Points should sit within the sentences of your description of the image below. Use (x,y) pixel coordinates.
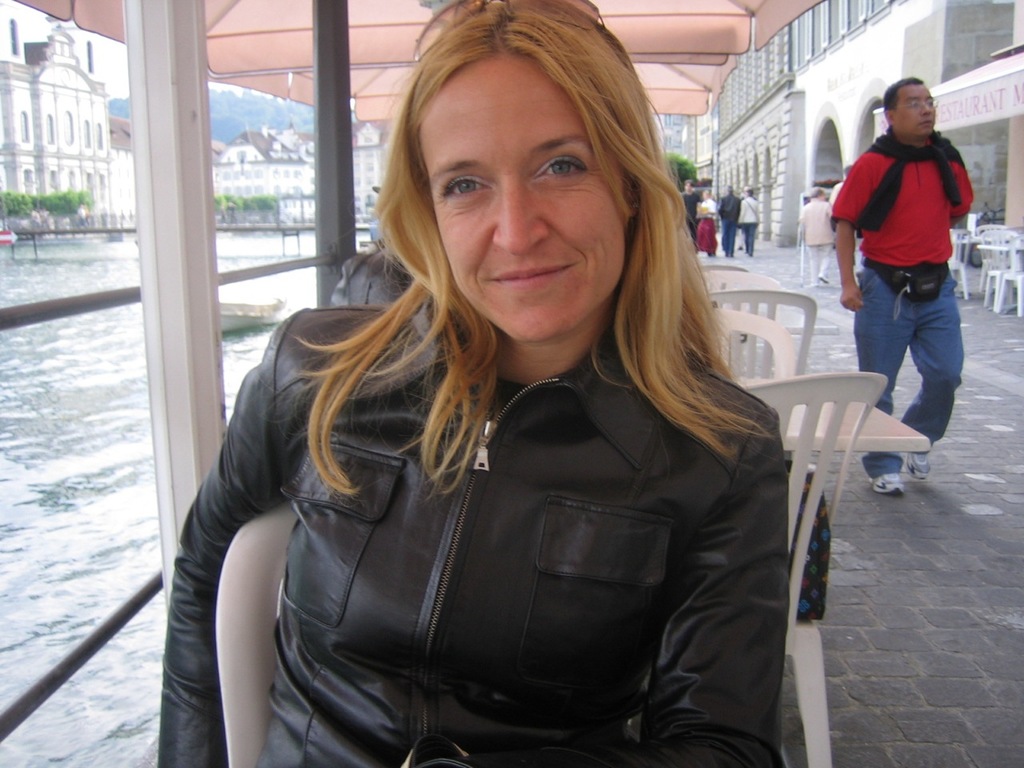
In the center of the image (543,496) we can see one woman (521,558) is sitting on the chair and she is smiling. And we can see she is wearing a jacket (526,544) and glasses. Beside her, we can see tables (895,427), chairs (739,371) and some objects (822,602). On the right side of the image (865,214), we can see one person (948,219) is walking. In the background (679,121), we can see the sky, buildings (872,19), water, one bridge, trees (17,200), one sign board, glass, few people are walking and a few other objects (199,181).
